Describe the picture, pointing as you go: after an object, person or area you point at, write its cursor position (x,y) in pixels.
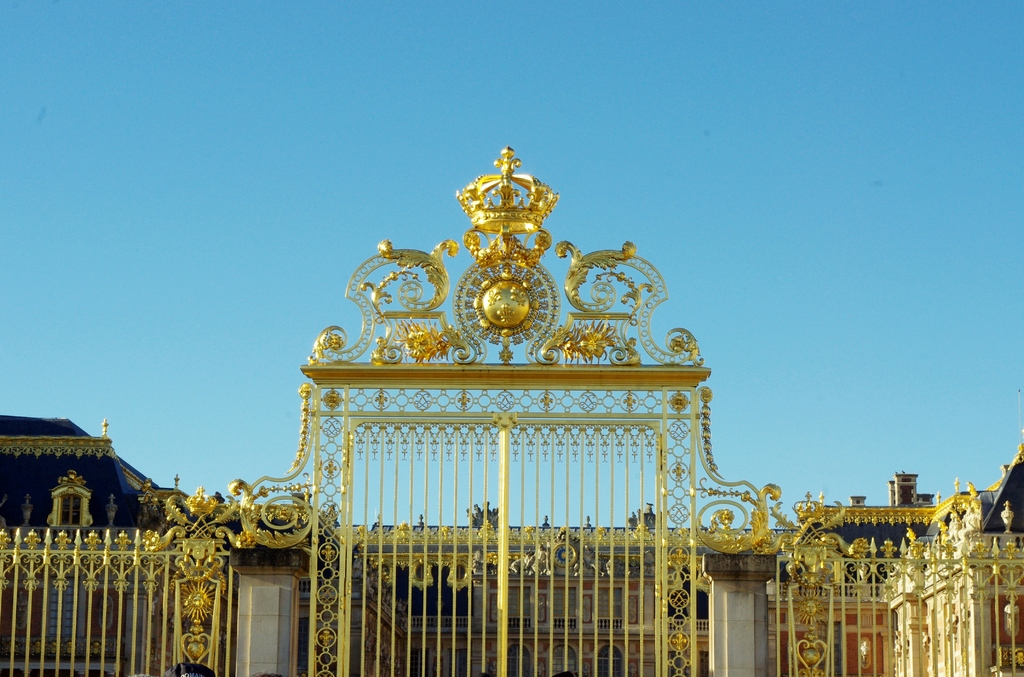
In this picture we can see a gate (640,610) in the front (626,613), in the background (638,611) there is a building (615,571), we can see the sky (387,119) at the top of the picture (421,61), there is a pillar (741,626) here.
